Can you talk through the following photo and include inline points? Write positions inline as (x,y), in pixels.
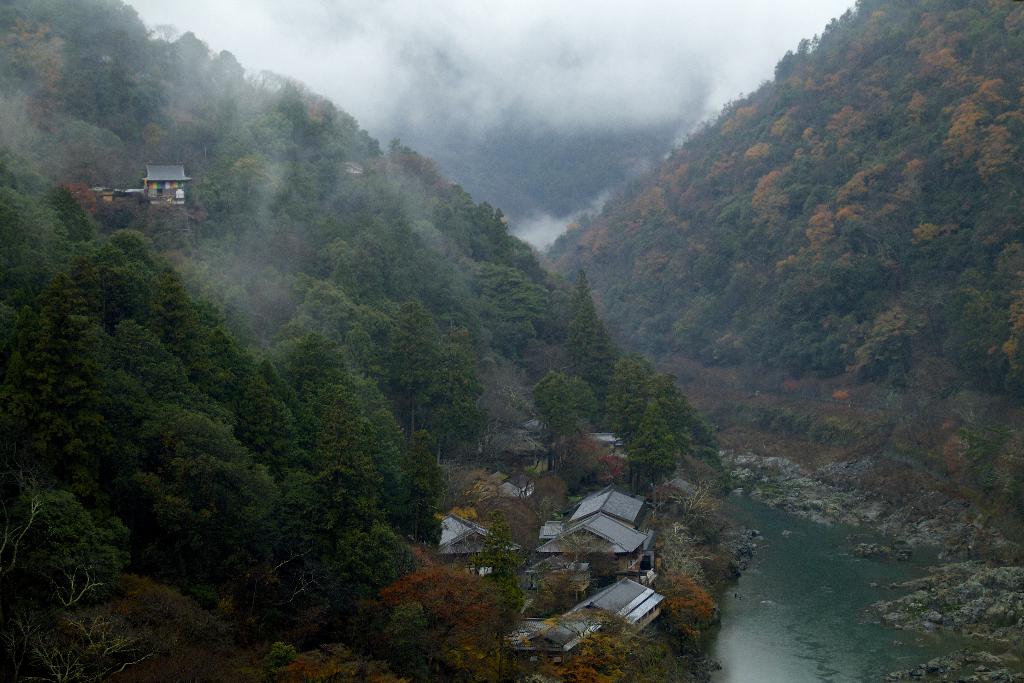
This is an outside view. At the bottom of this image (547,551) there are some houses (621,584), a lake (747,516) and stones (964,597). In the background (815,417) there are many trees (203,240). On the left side (177,191) there is a house (147,174). At the top of the image (524,48) I can see white color fume (483,34).
